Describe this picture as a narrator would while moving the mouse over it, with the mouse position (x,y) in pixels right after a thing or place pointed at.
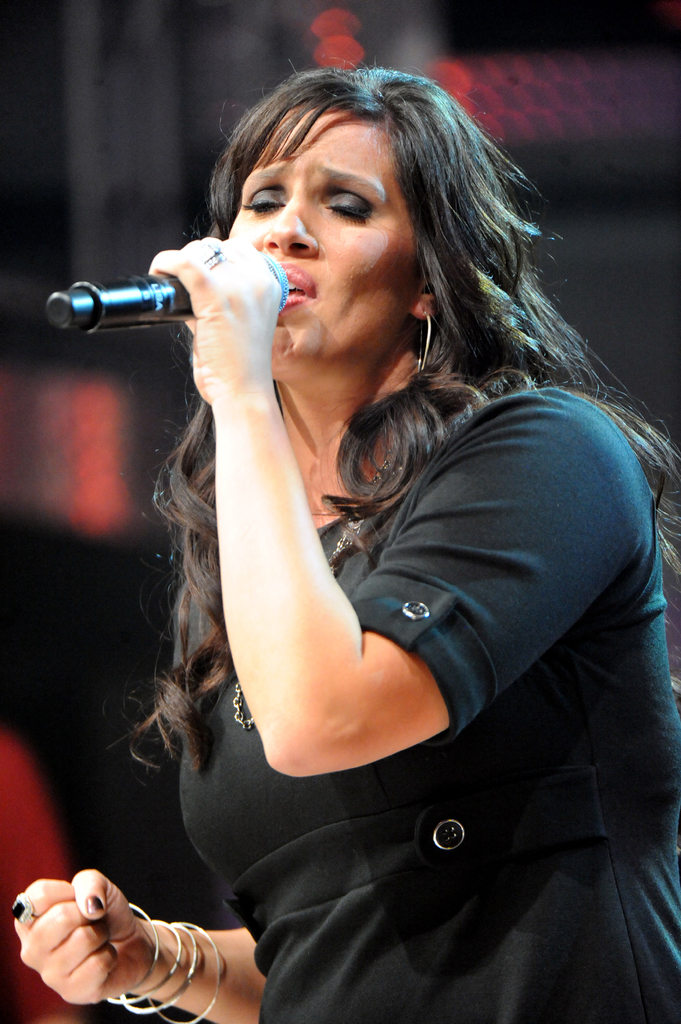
In this image we can see a woman (569,643) wearing a dress (398,610) is holding a microphone (171,317) in her hand (192,284). In the background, we can see some lights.
